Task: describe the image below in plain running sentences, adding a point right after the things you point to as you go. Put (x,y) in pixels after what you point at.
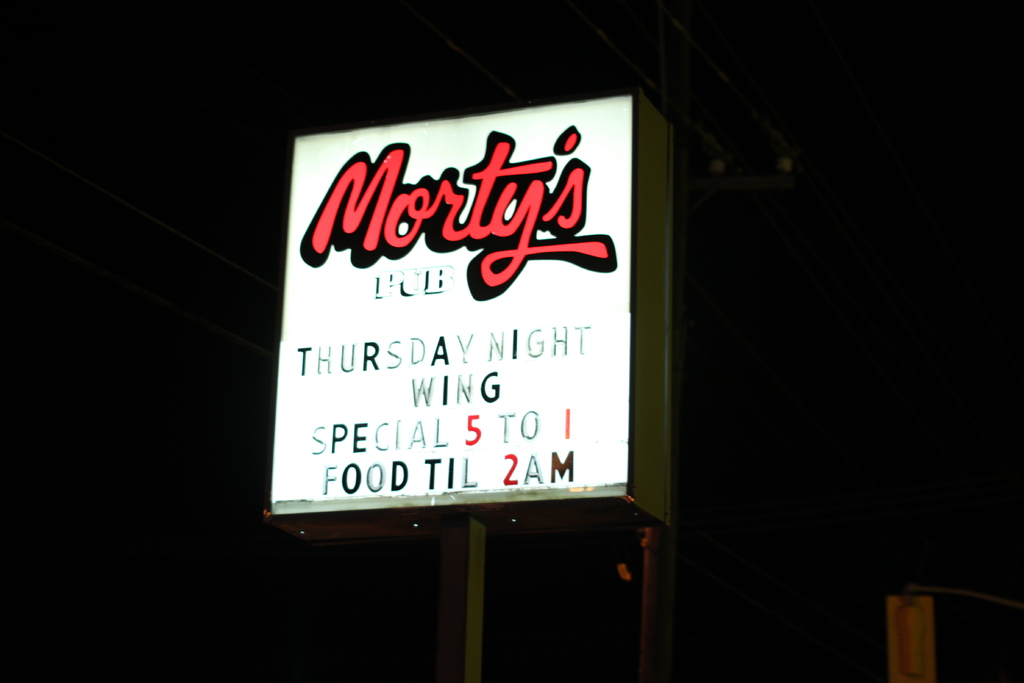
Here we can see a hoarding board (362,285), pole (460,641) and in the background (122,672) the image is dark.
